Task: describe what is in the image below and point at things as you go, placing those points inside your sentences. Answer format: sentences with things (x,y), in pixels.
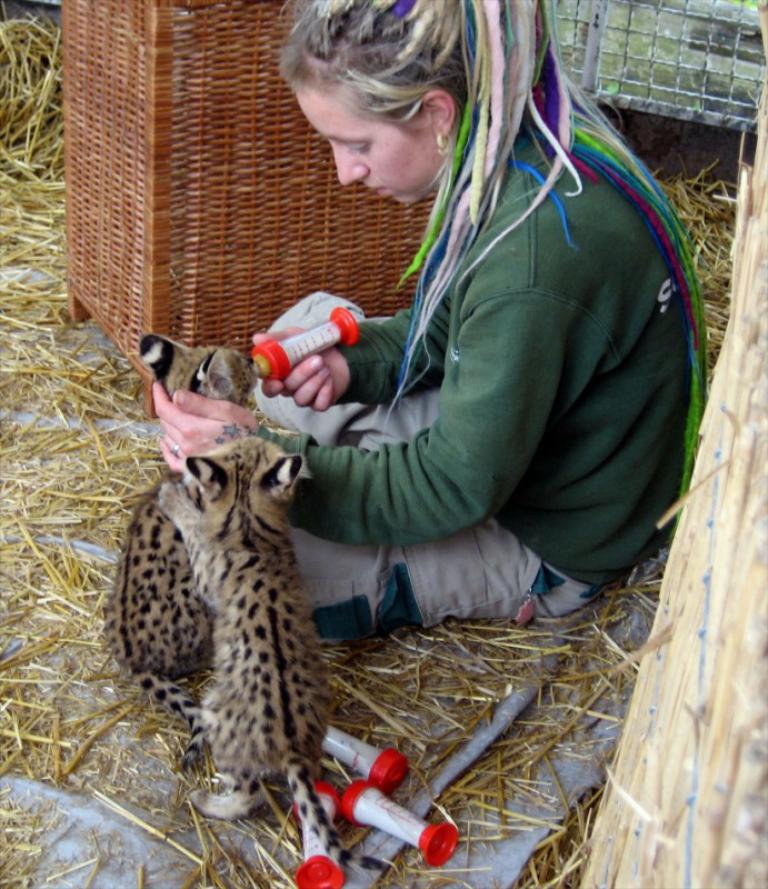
In the foreground (197,603), I can see two animals (225,651) and a person (436,373) is holding an object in hand (332,407) is sitting on grass (488,639). In the background (400,221), I can see a wooden box (325,239), fence (616,75) and plants (746,5). This image taken, maybe during a day.
